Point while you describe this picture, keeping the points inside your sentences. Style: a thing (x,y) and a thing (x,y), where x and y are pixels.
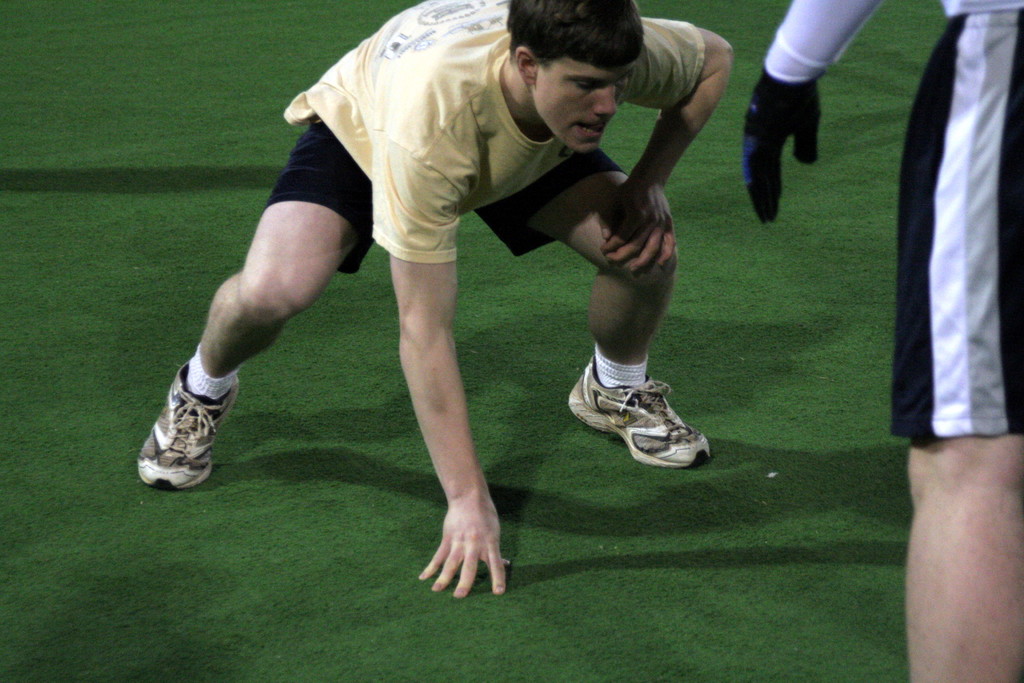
In the center of the picture (386,235) there is a person (447,438). On the right (918,536) there is another person (964,475) standing. In this picture there is a grass court (710,249).
